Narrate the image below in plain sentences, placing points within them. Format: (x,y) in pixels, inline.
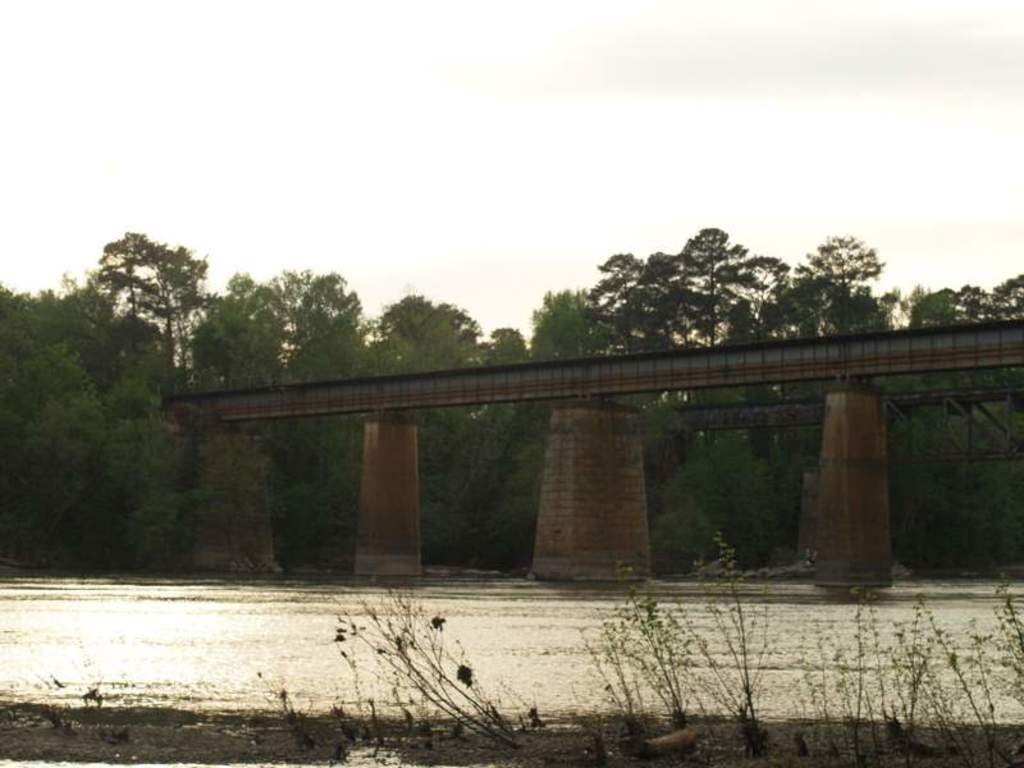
This is an outside view. At the bottom (426,753) there are many plants (451,690) on the ground (87,720) and there is a river (241,627). In the middle of the image (516,385) there is a bridge (548,402). In the background (247,361) there are many trees (216,356). At the top of the image (410,127) I can see the sky (328,150).
